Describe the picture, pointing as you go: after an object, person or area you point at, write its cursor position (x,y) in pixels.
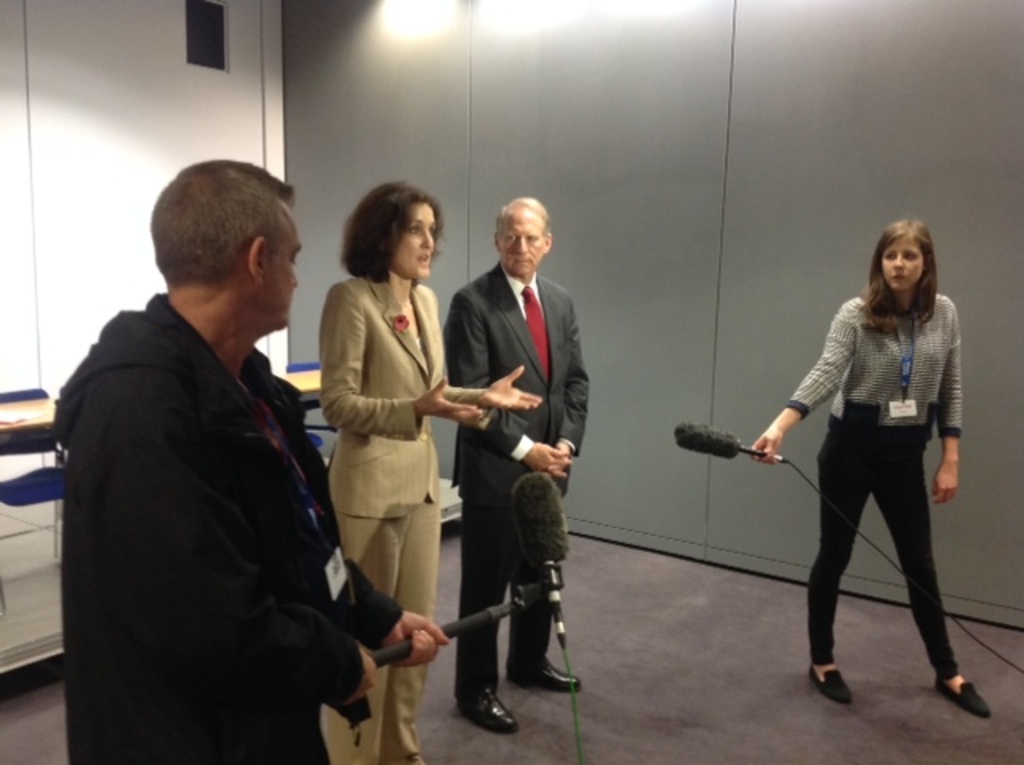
In this picture there are people (458,365) in the center of the image (491,389) and there is a lady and a man (145,584) on the right (830,557) and left side (277,648), by holding mics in their hands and there are lights (448,6) at the top side of the image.
